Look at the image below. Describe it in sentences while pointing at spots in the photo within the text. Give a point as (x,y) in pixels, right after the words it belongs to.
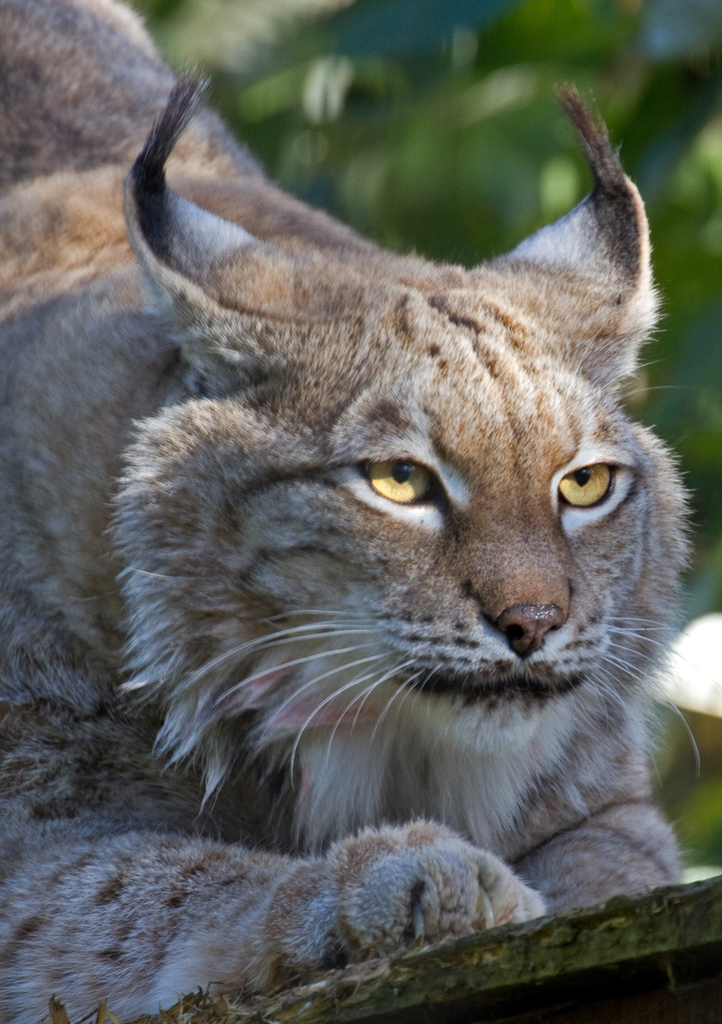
In this image we can see a cat (265,524). Behind leaves (484,128) are there.
